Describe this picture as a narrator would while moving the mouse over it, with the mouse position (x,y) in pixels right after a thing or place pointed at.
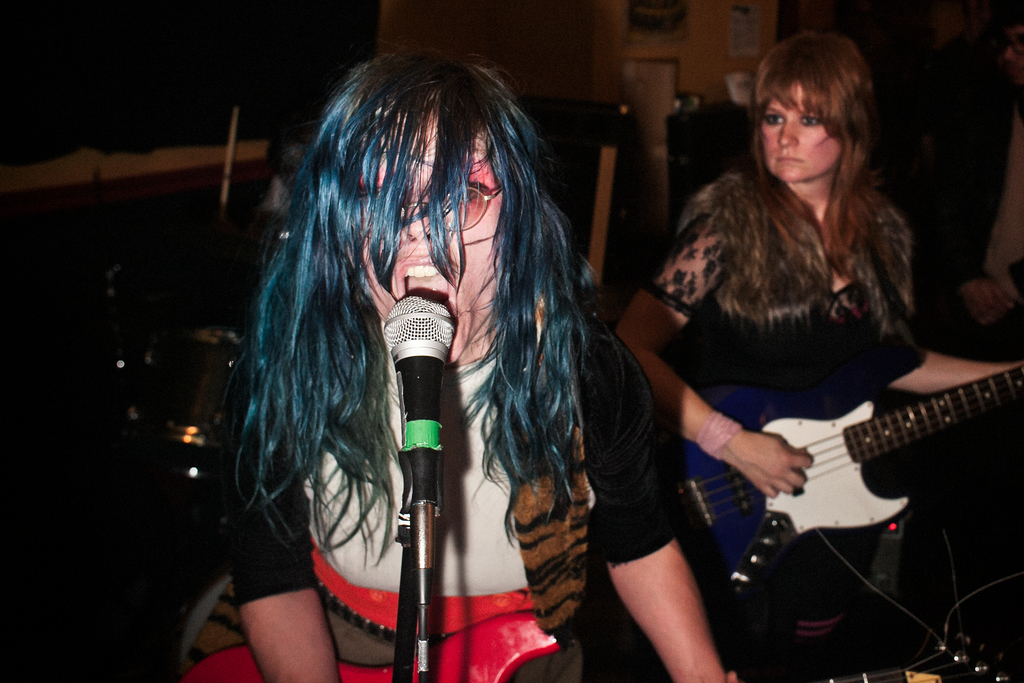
In this image there is a woman (558,354) standing and singing a song in the microphone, another woman (779,145) playing a guitar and in the back ground (638,12) there is a chair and a table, photo frame (634,26) attached to the wall (612,40).
